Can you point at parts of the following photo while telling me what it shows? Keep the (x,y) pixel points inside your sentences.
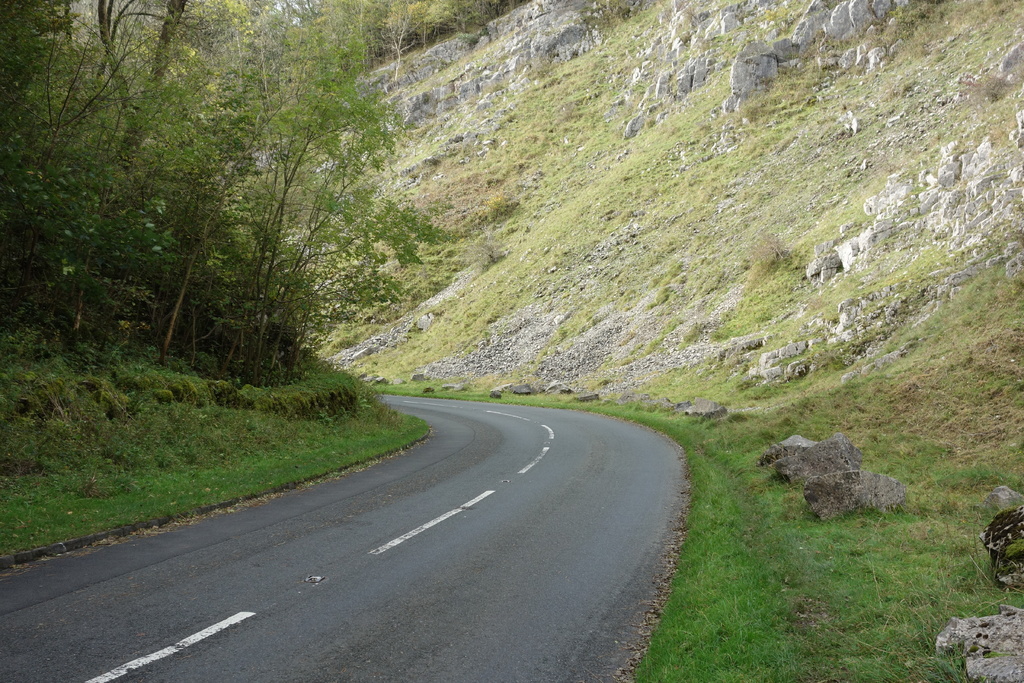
In this image we can see the road (447,601), near that we can see grass (731,507), after that we can see the stones (514,16), we can see the trees (199,335).
